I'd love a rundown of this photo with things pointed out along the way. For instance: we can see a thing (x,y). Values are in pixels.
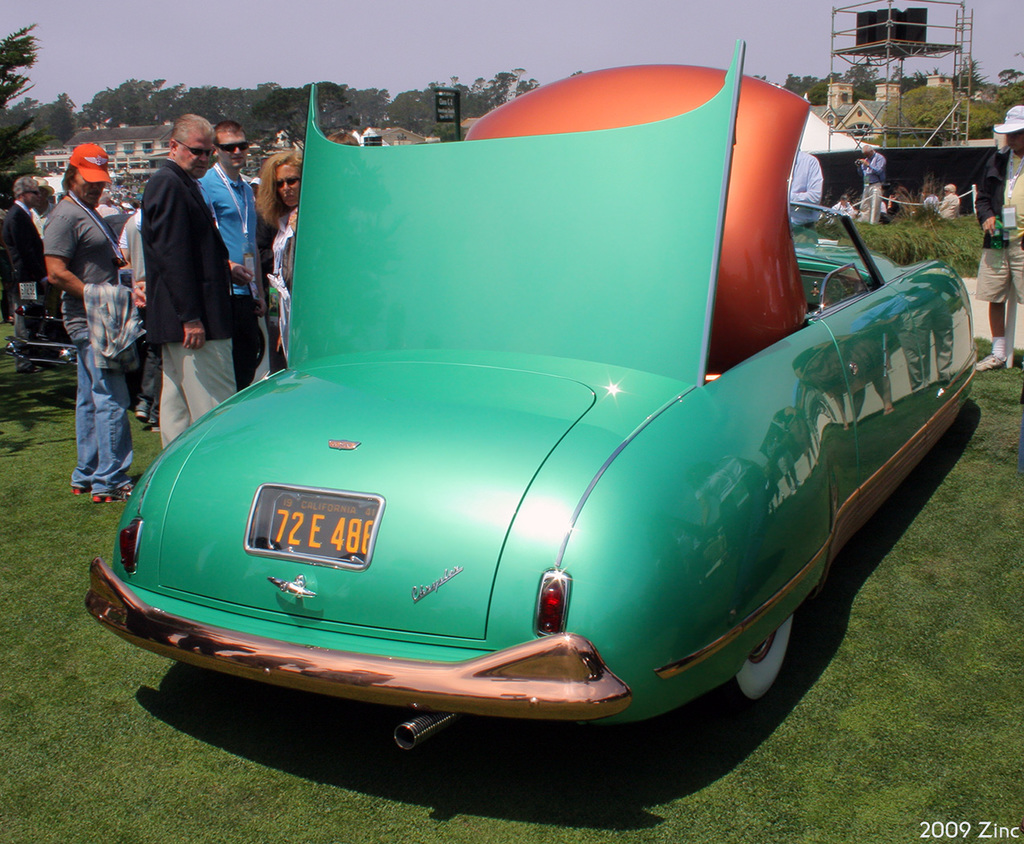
There is a car (567,438) kept for an expo, it is of green color and many people (100,165) were standing around the car (726,418), the car (736,403) is kept on the ground (807,633) which is covered with a lot of grass (45,498). In a distance there is a house (847,92) and around the house (118,151) there are plenty of trees (7,57).
